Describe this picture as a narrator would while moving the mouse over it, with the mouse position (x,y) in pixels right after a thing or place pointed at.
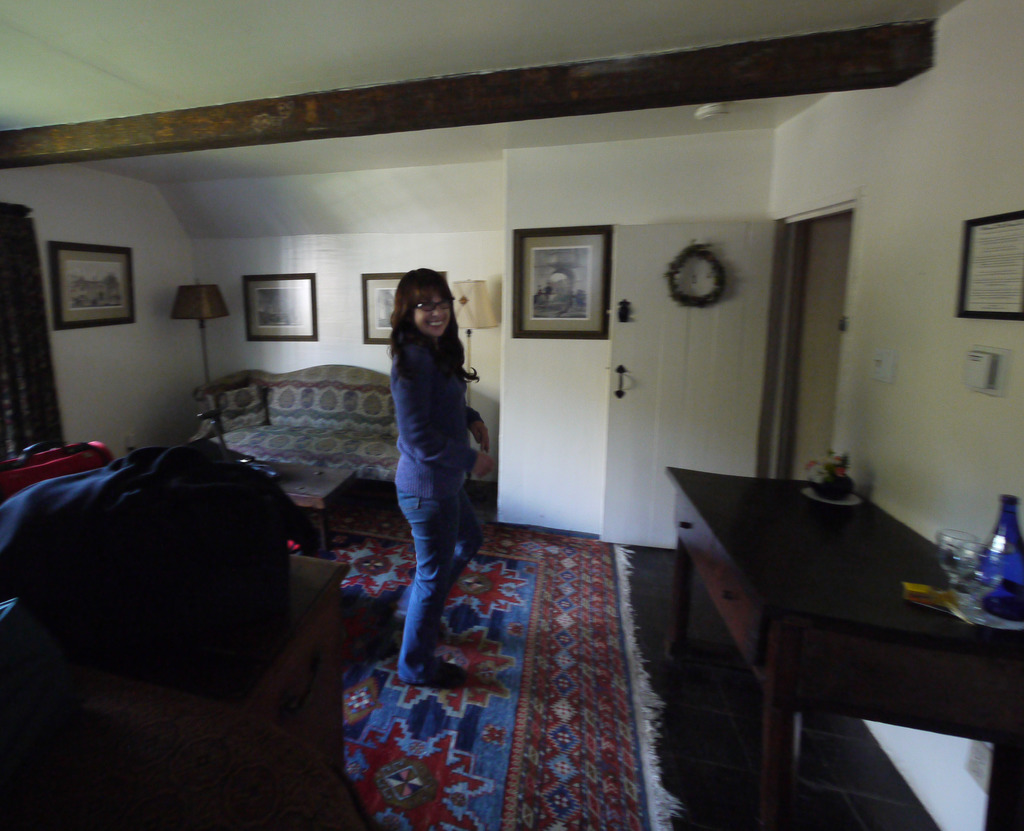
Here is a woman (441,329) standing and smiling. This is a couch (270,392) and lamp (222,317). These are the photo frames (290,296) attached to the wall (562,346). This is a table (844,617) with water glass (958,580), bottle (1002,572) and a small flower vase (818,473) placed on it. This is a carpet (566,742) on the floor (557,785). This is a door (656,400) with the door handle (623,389).
